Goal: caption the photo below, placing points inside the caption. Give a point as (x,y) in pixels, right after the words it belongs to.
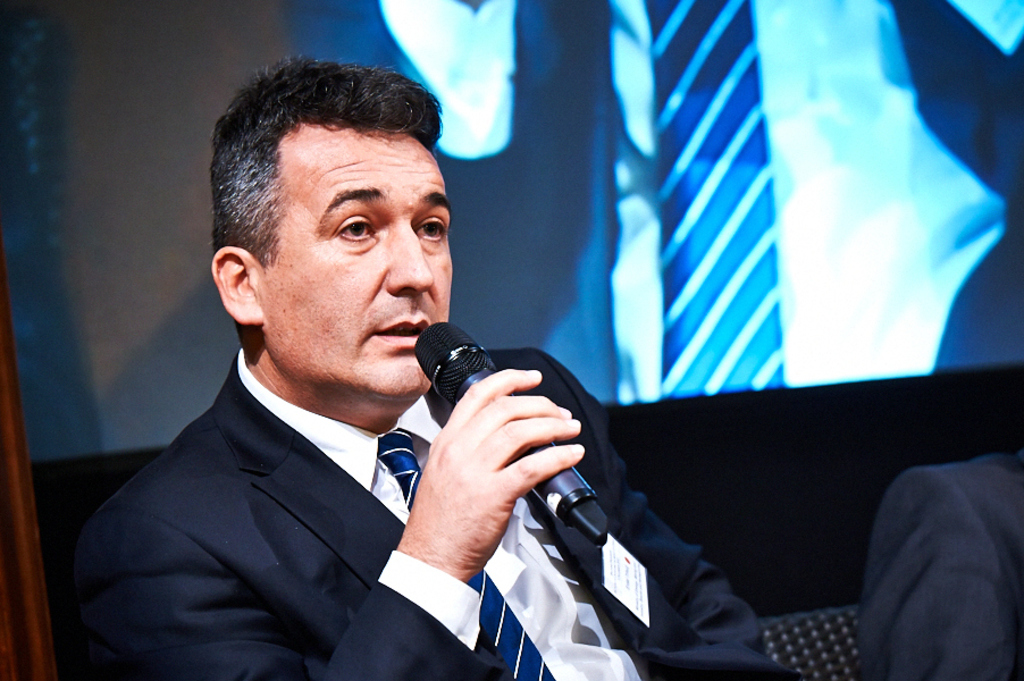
In this i can see a person (336,400) holding a mike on his hand (464,471) and his mouth (414,335) is open, back side i can see a screen (598,50) and on the screen (662,114) i can see tie (707,181) of the person (710,204).
